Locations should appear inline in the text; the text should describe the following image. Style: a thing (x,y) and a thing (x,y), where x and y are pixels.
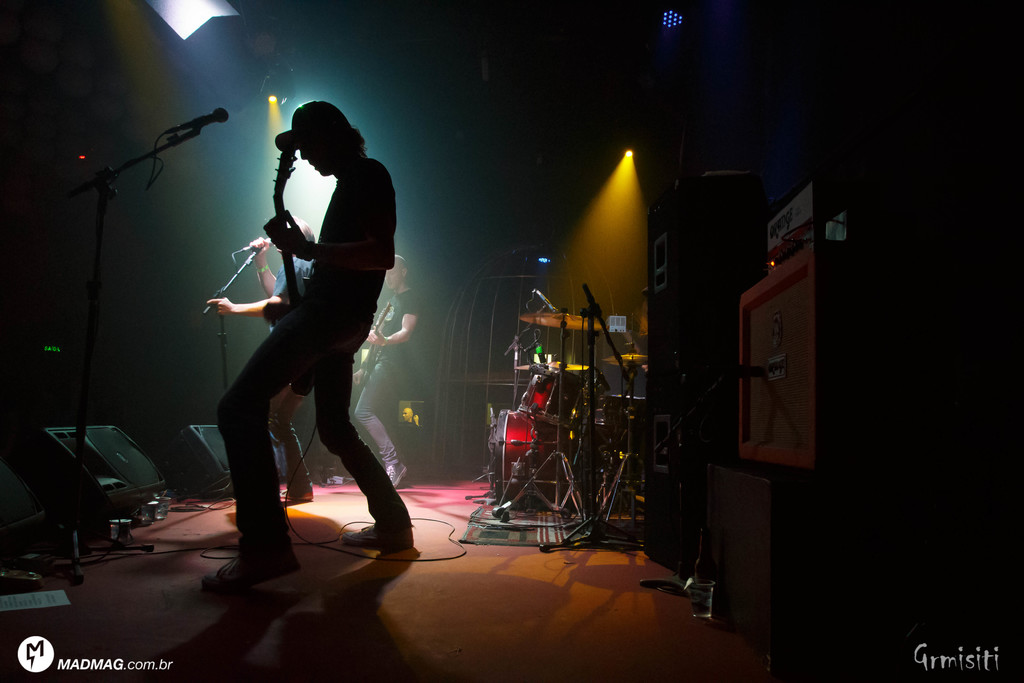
In this image, there is a centered person (262,353) who is playing some musical instrument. He is wearing cap (341,121) and shoes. Behind there is a person (265,271) holding microphone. And there is another person (375,387) playing musical instrument (376,348). He is wearing white shoes (406,467). It seems like a rock band (393,468). And there is a microphone (209,119) below which there is a stand (590,371).
